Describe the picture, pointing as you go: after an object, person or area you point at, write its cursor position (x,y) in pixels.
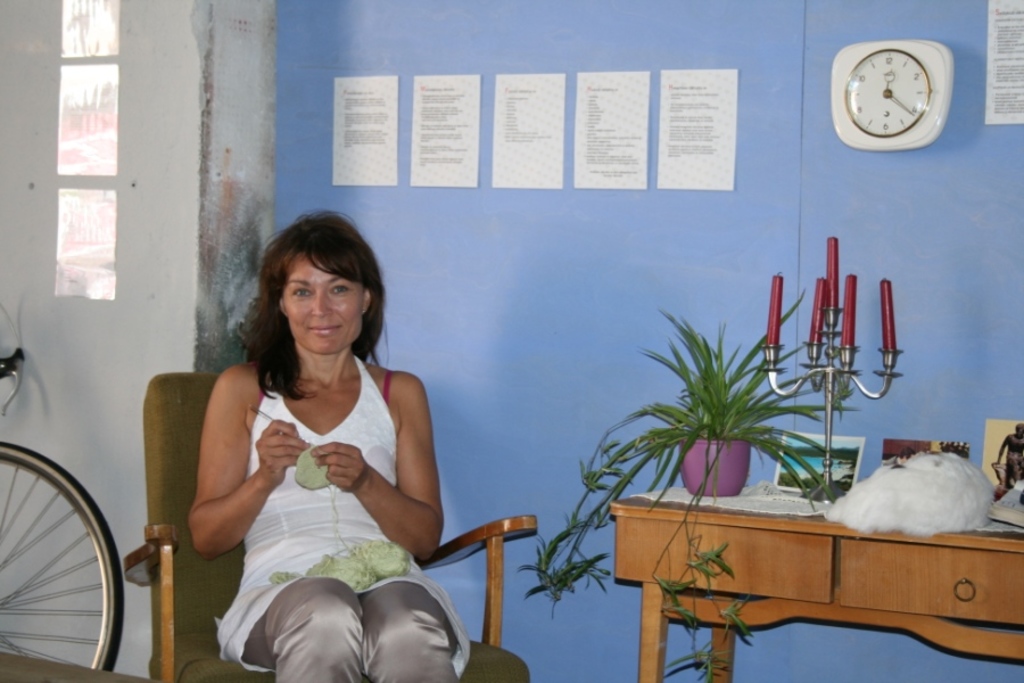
In this picture there is a lady (231,533) who is sitting at the left side of the image (241,498) and there is a clock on the wall (920,184) and there is a desk (746,537) at the right side of the image (693,527).
